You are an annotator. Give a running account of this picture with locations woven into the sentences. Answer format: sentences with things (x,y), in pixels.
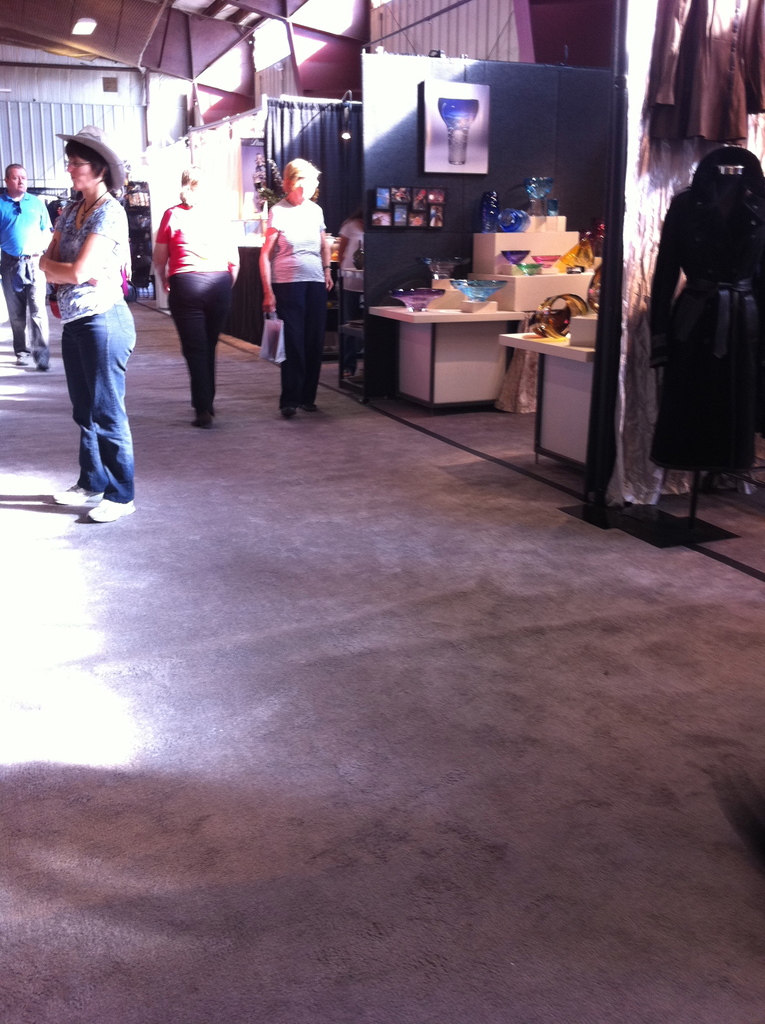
In the image there are four people (277,285) two people (181,297) are walking and two people (114,366) are standing. There are stalls (337,190) on the right side of the image (748,389), there are jackets (701,242) and bowls (490,284) and at the top of the image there is a light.
